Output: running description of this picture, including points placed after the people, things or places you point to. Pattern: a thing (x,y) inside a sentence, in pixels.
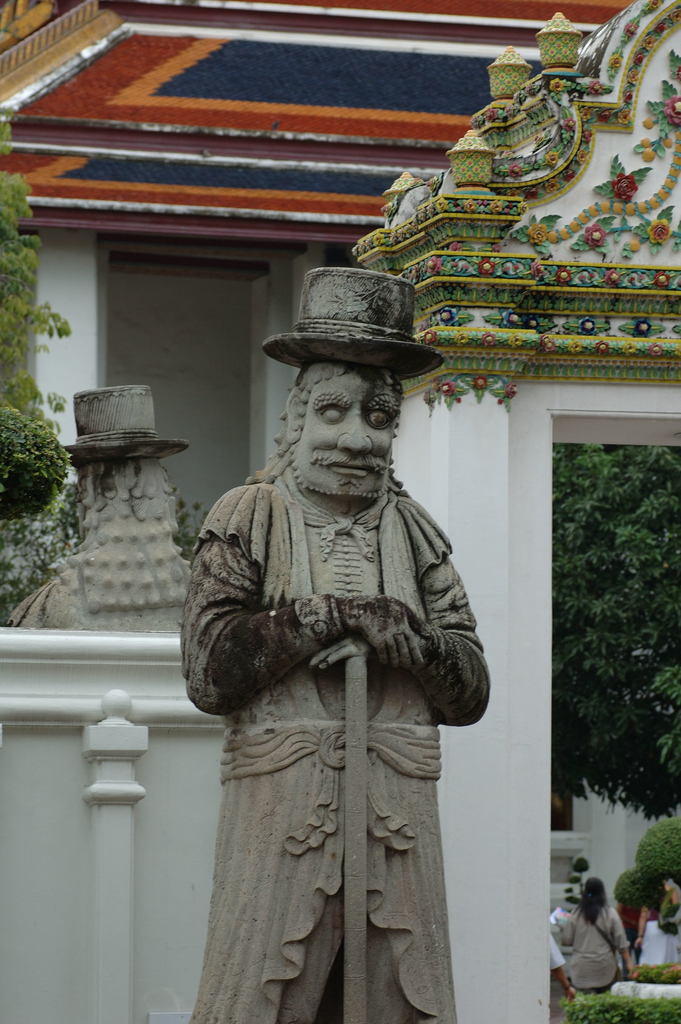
In this image there is a building (206,178) truncated towards the top of the image (202,321), there is a window (196,341), there is the wall (58,351), there is a tree (38,308) truncated towards the left of the image (34,406), there is a tree (627,534) truncated towards the right of the image (641,568), there are persons (617,939), there is a sculpture (345,599), there are plants (617,1010) truncated towards the bottom of the image (644,1010).
